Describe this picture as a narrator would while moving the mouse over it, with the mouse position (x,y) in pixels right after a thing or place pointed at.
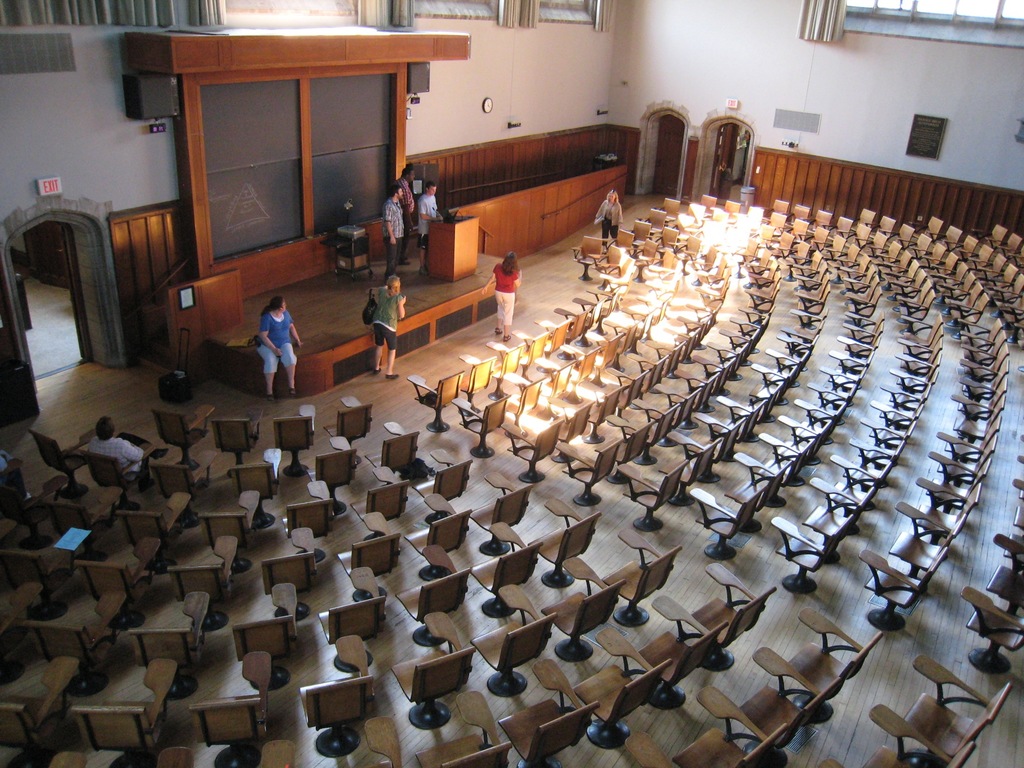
In this picture there are chairs (163,544) all around the area of the image and there are some people (394,222) those who are standing on the stage (424,318) and there is a desk (447,257) with a mic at the center side of the image (453,273), there is a door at the left side of the image (84,322) and right side, there are glass windows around the area of the image with curtains (89,14) there is a clock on the wall (455,93) at the center of the image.
